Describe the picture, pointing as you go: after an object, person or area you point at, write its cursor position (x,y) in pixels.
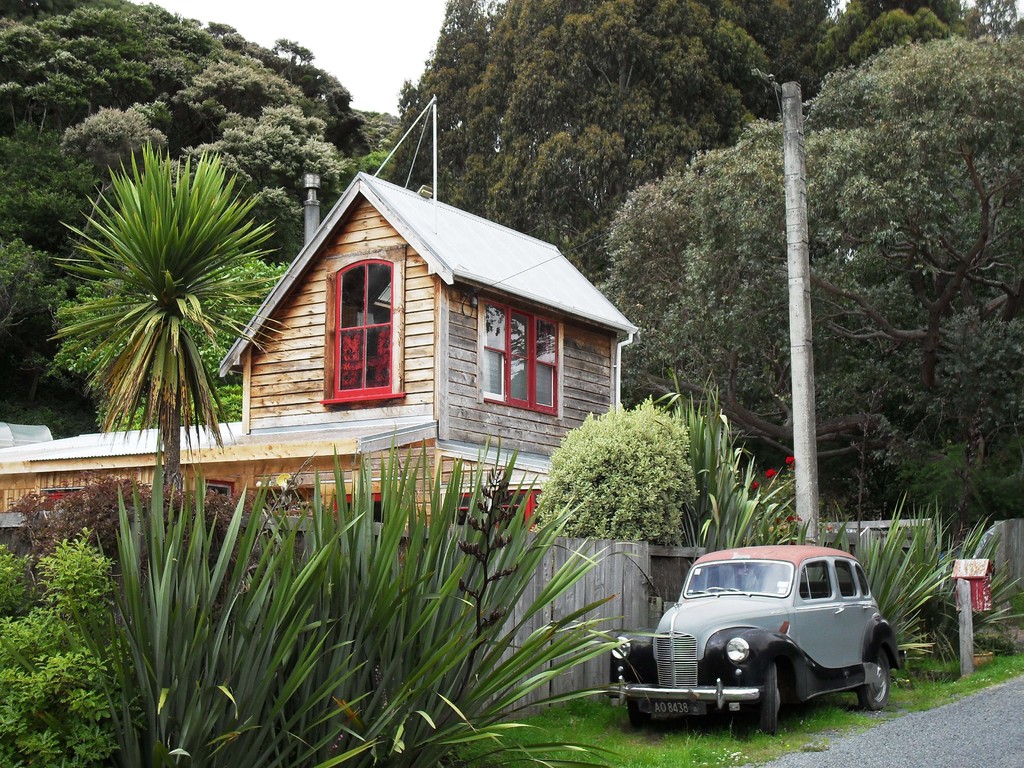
In the center of the image (395,276) we can see the sky (352,26), trees (501,157), one house (351,310), windows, one vehicle (695,567), plants (929,538), poles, grass (780,720) and a road (895,748).
